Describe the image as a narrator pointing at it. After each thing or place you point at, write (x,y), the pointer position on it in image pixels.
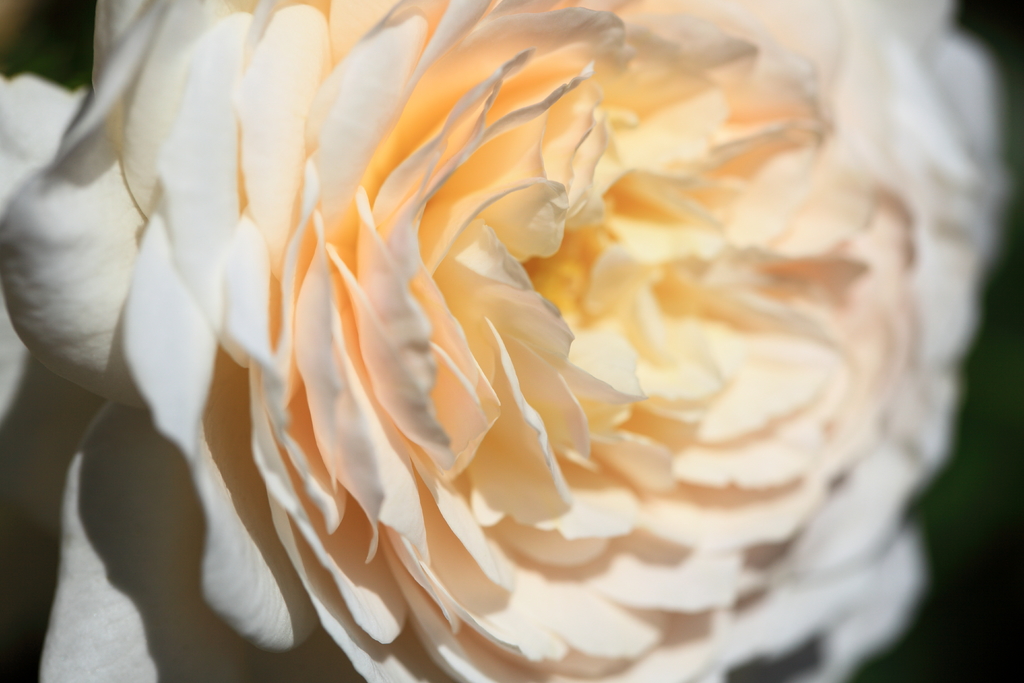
In this image I can see a white color flower (419,457). The background (1015,406) is in black color.
